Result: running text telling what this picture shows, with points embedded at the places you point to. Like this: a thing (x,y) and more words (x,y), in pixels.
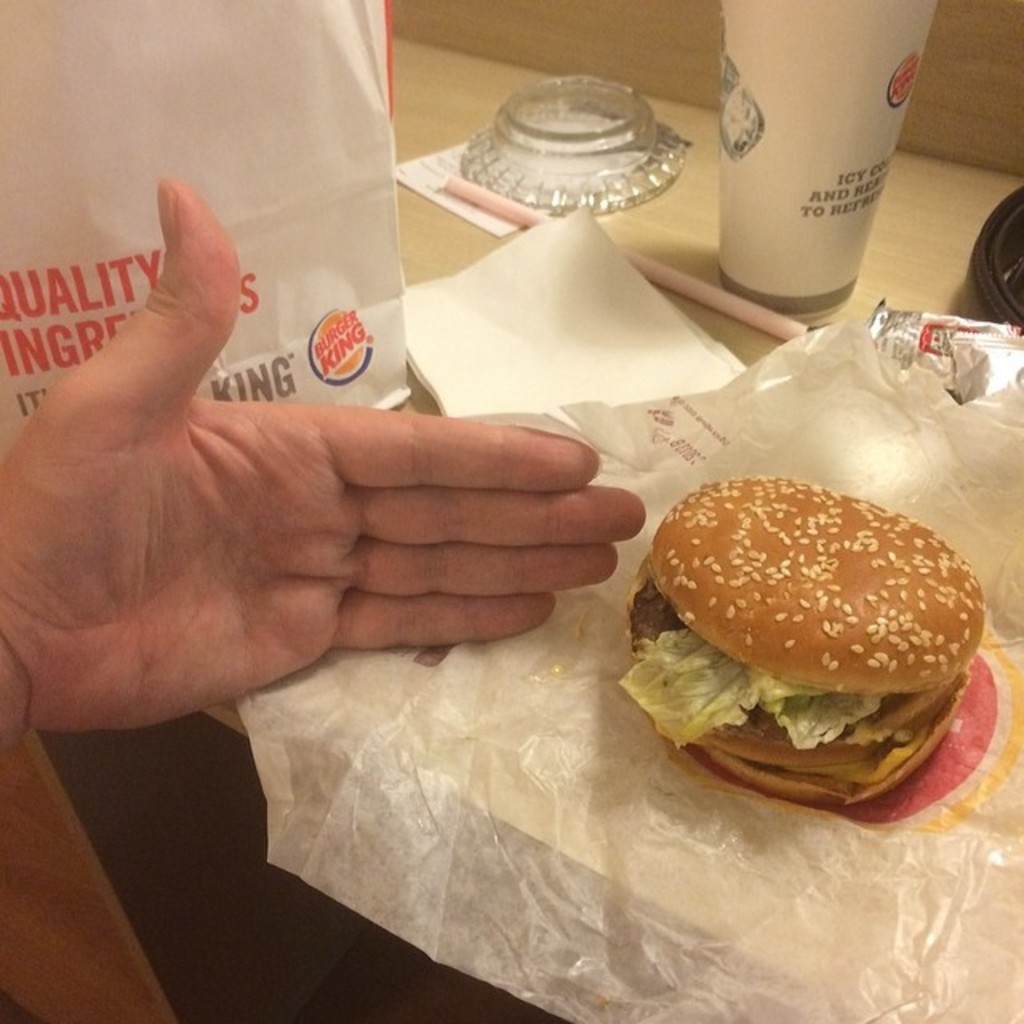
In this image there is a burger (769,716) on the table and we can also see the burger king cover (360,306), cup (762,205) on the table (690,254). Image also consists of tissues (602,310), straw (713,287), paper (442,161) and a bowl (606,149). We can also see some person's hand (270,464) in this image.
